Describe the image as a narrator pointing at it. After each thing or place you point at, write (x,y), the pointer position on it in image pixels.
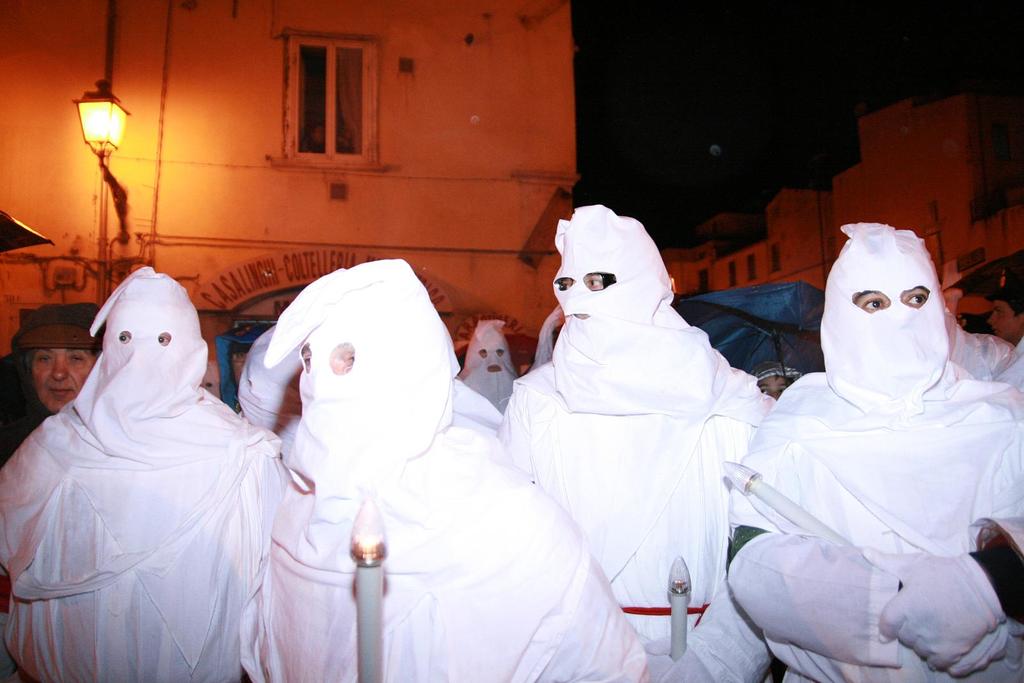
In this image we can see a group of people (475,422) and few people (604,405) are holding some objects (811,519) in their hands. There are few buildings (811,197) and they are having windows (358,153). There is a lamp (120,128) attached to the building (147,187) at the left side of the image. There is some text (243,279) on the wall (380,117) of the building (344,248).
